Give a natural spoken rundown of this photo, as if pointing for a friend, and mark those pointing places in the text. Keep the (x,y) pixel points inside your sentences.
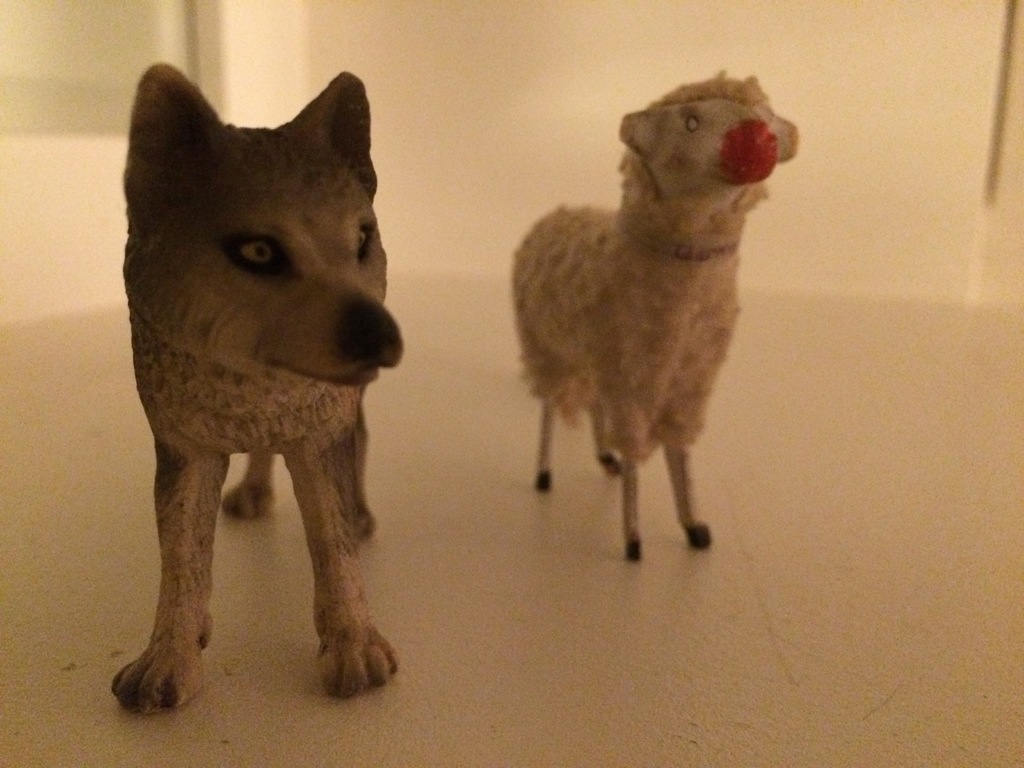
In this image we can see two animal dolls (657,368) placed on the floor (61,550).
